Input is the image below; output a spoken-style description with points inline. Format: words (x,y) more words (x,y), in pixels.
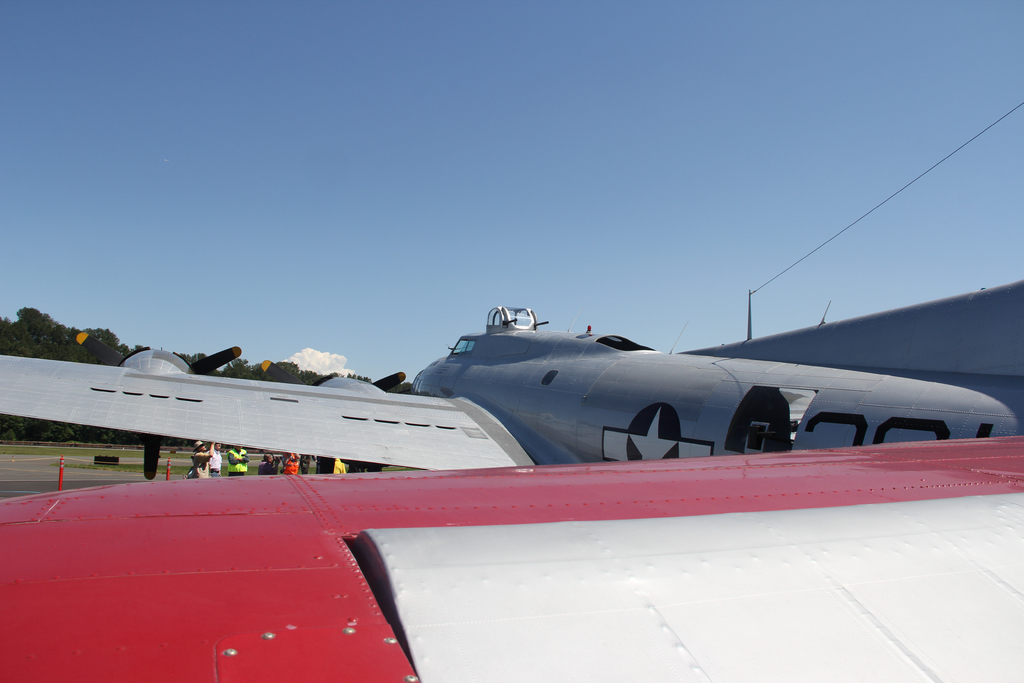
There is an aircraft (554,428) and a cable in the foreground area of the image (508,329), there are people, trees (259,363) and the sky (266,248) in the background (258,179).
